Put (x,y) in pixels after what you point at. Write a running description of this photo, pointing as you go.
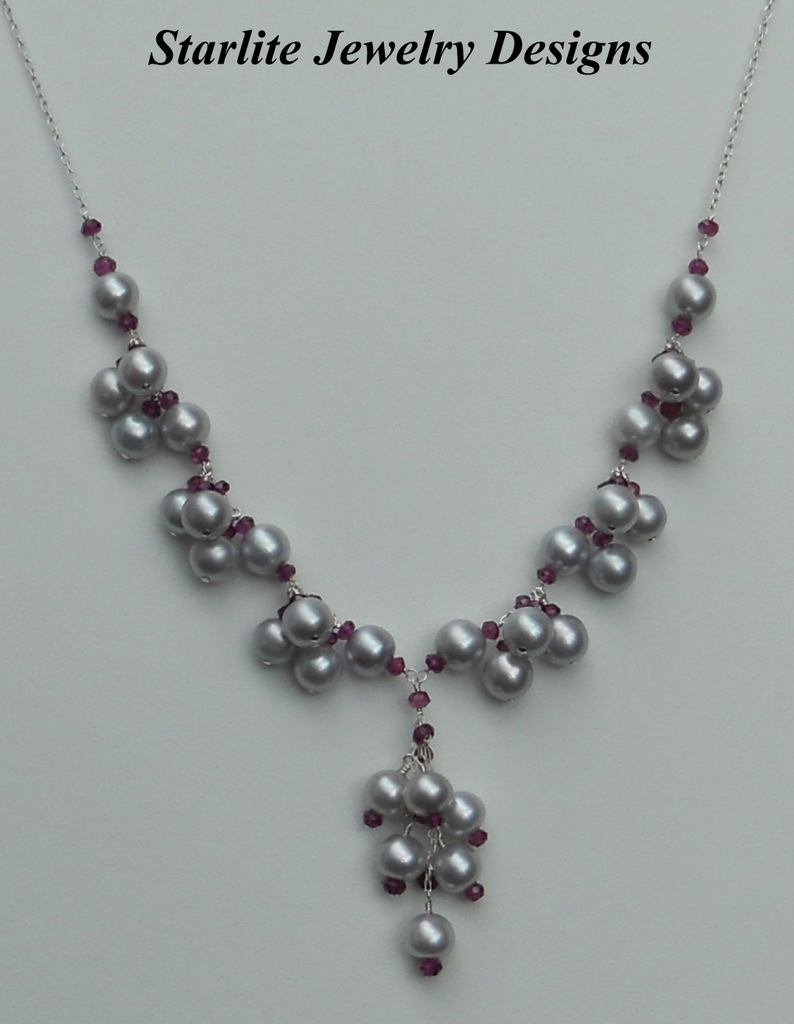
In this picture we can see an ornament (422,690), at the top of the image (291,44) we can find some text (312,46).
